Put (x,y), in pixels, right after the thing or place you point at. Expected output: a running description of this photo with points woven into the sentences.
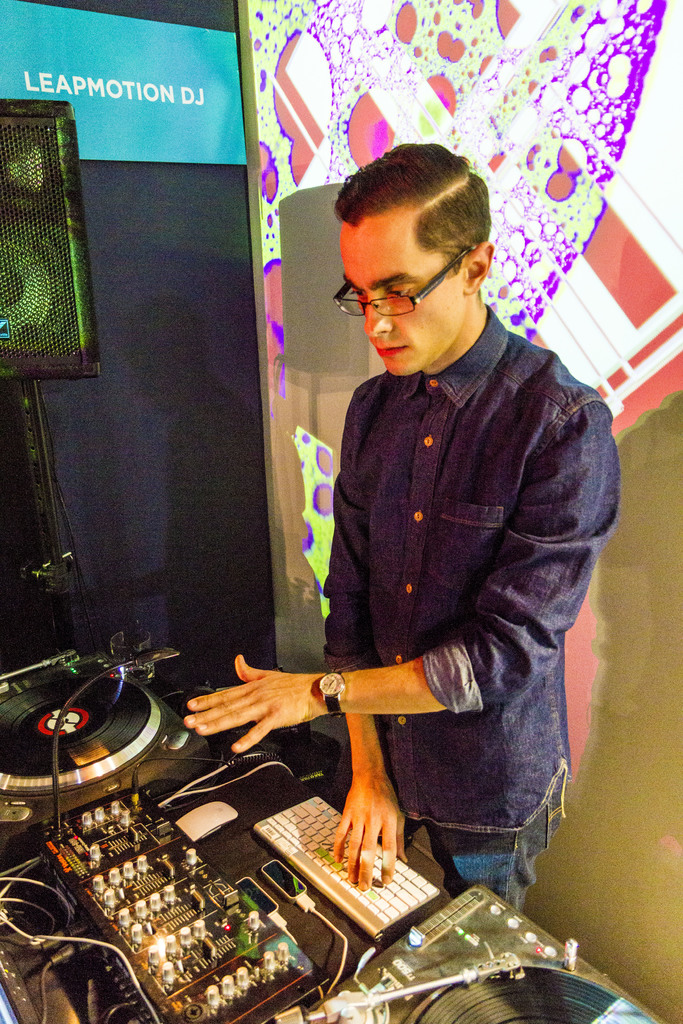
In this image there is a table (337,968), on that table (349,959) there is a keyboard (400,892) and musical instruments (512,975), a man (466,679) is standing near the table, in the background (327,247) there is a wall (327,203) and a speaker (30,231).
